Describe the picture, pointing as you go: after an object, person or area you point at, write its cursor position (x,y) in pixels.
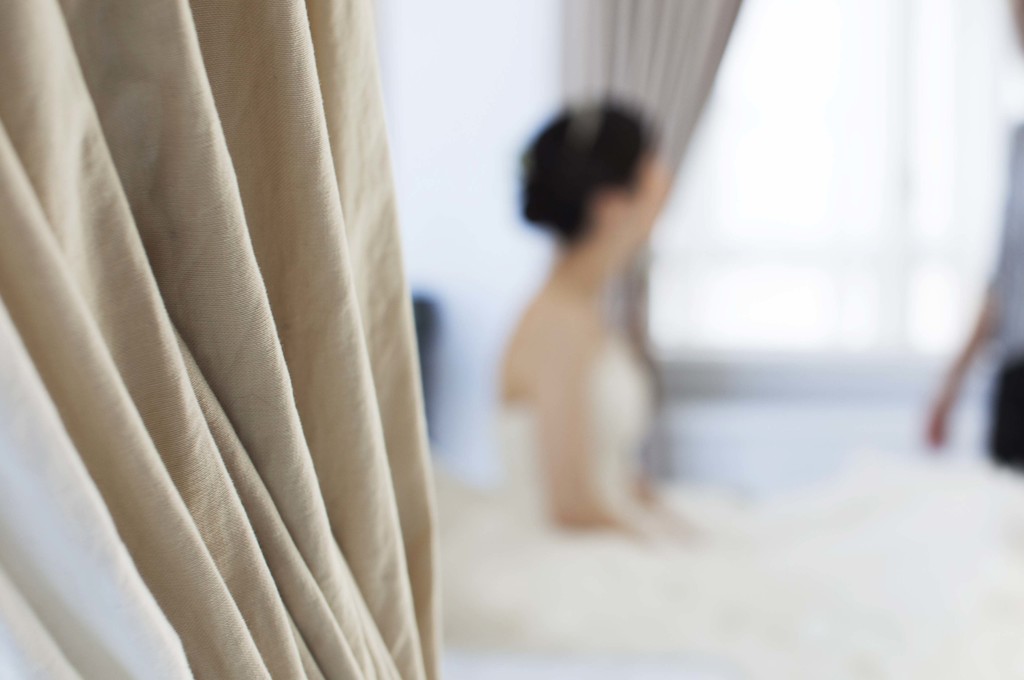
In this picture, on the left side of the image (286,647) there is a curtain (262,641). At the back (605,130) there is a woman (582,567) with white dress (769,577) is sitting and there is a person (1014,426) standing and there is a window (825,206) and there is a curtain (625,282).
